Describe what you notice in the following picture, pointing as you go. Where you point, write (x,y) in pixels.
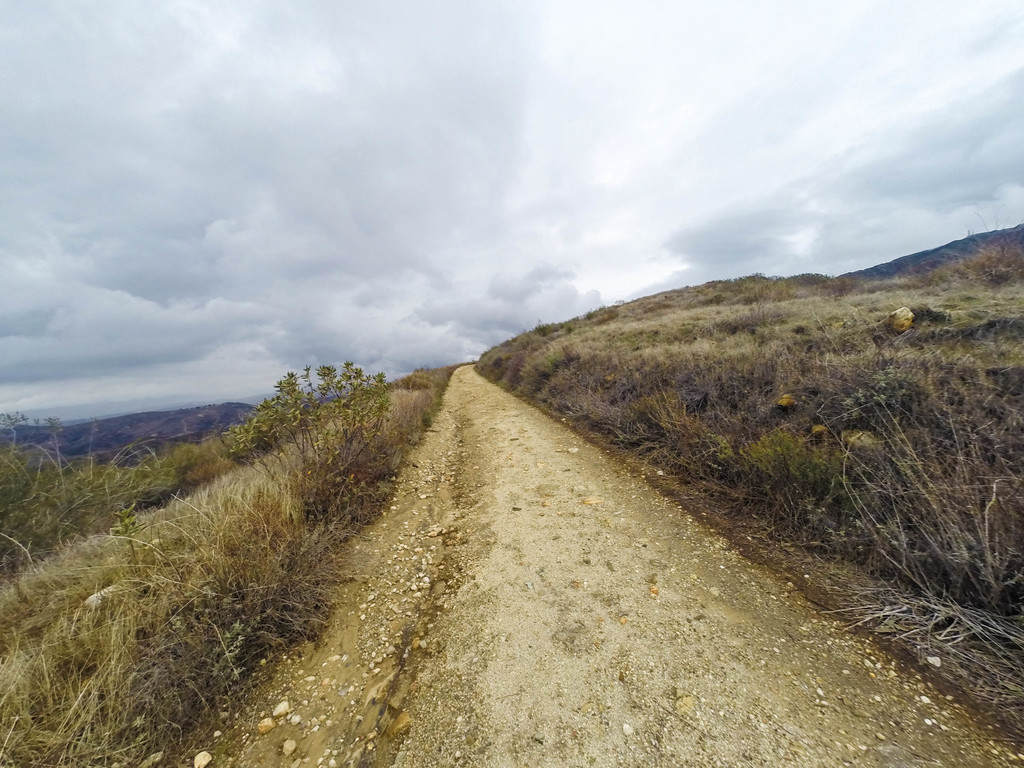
In this picture there is a road passage (439,505) in the mountain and on both the sides there is a dry grass (879,464) and plants (865,465). On the top (212,213) there is a cloudy sky (265,298).
